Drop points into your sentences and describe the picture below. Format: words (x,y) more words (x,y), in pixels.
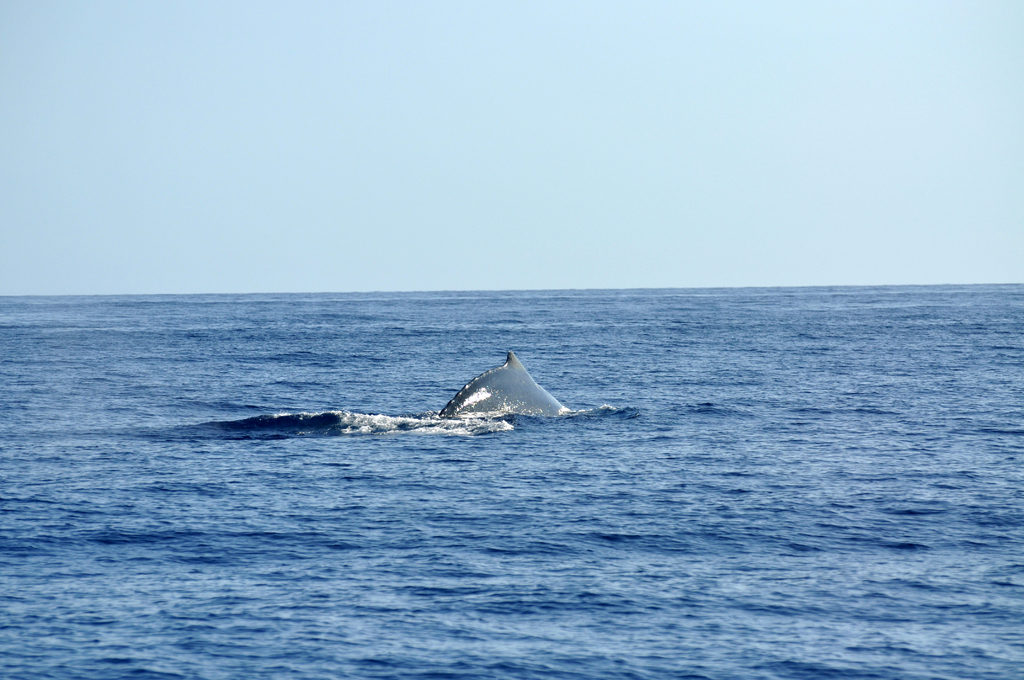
In the middle (666,418) I can see a fish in the water (374,472) and the sky (643,260). This image is taken may be in the ocean (430,443) during a day.
